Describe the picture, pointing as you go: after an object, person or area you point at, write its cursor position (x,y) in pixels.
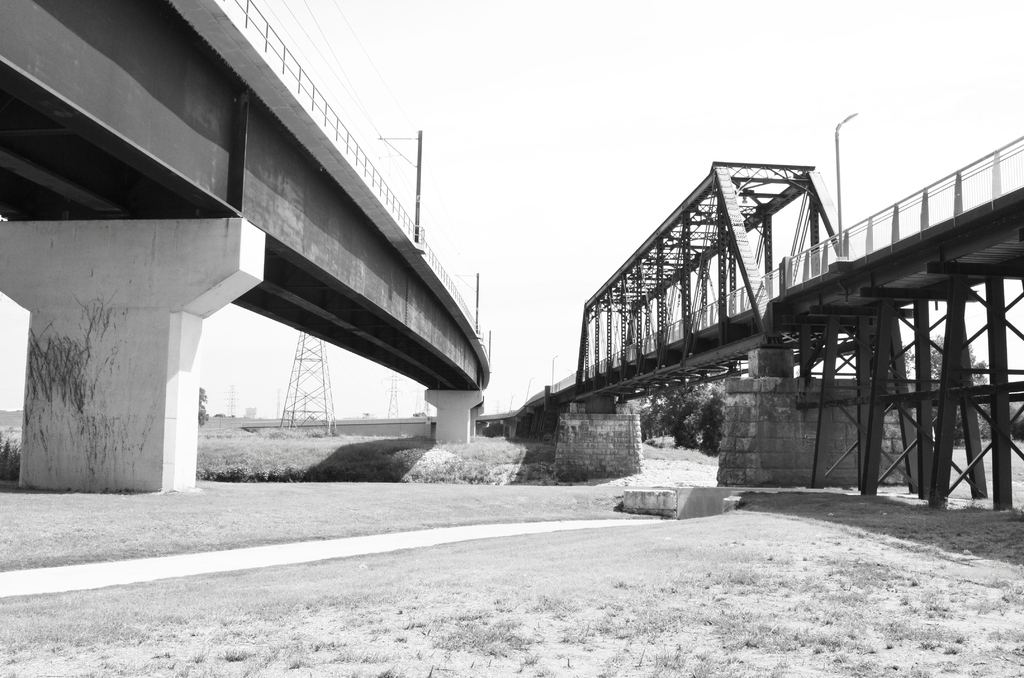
This is a black and white pic. On the left (86,386) and right side (750,413) we can see bridges (718,316). In the background (648,423) there are trees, towers (299,418), poles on the bridges (797,454) and sky (701,129). At the bottom (673,610) we can see grass (673,610) on the ground (673,610).
